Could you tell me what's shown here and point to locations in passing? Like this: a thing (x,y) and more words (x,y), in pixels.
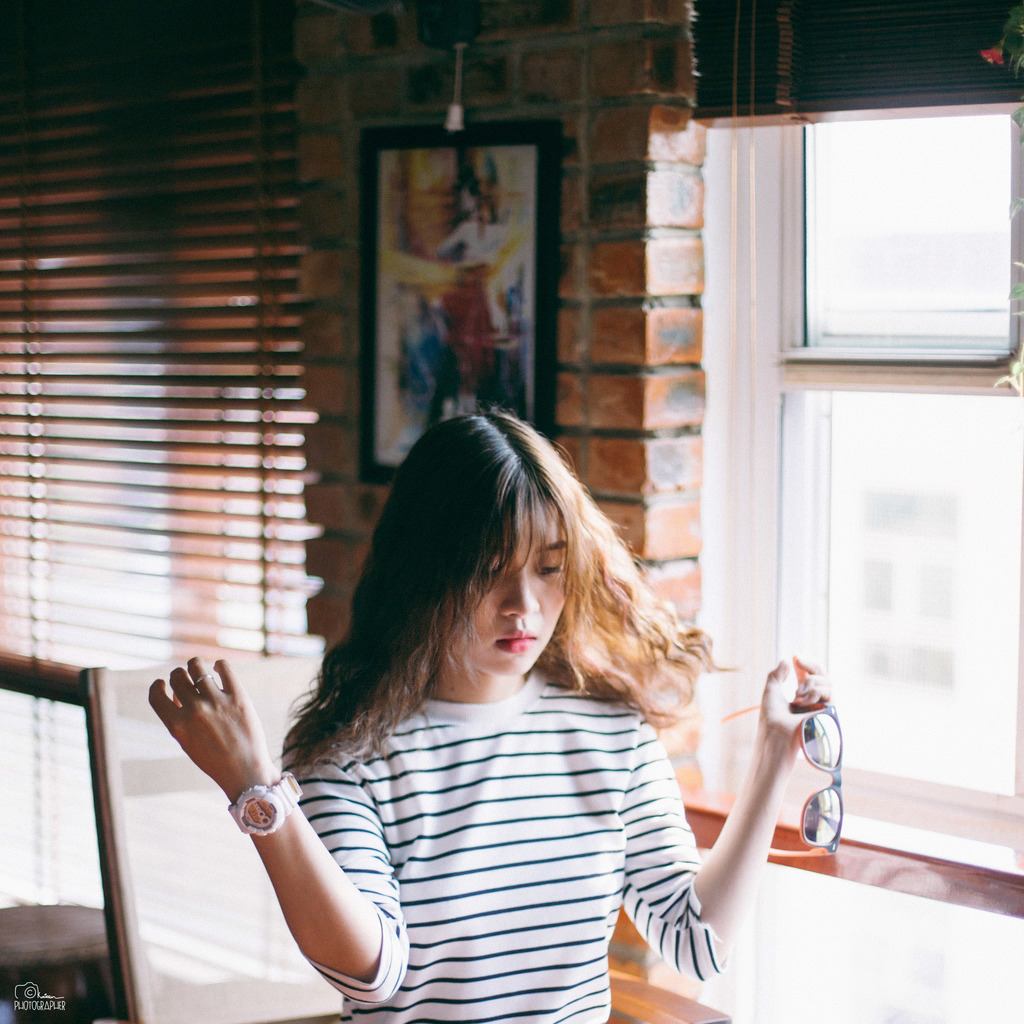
In this image we can see a woman (584,879) wearing white T-shirt (491,878) and wrist watch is holding glasses (842,768) in her hands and sitting on the chair (294,942). The background of the image (865,714) is slightly blurred, where we can see a photo frame (450,391) on the brick wall (312,391), we can see window blinds (219,151) and the glass windows (885,361). Here we can see a watermark (31,1003) on the bottom left side of the image (53,1000).
